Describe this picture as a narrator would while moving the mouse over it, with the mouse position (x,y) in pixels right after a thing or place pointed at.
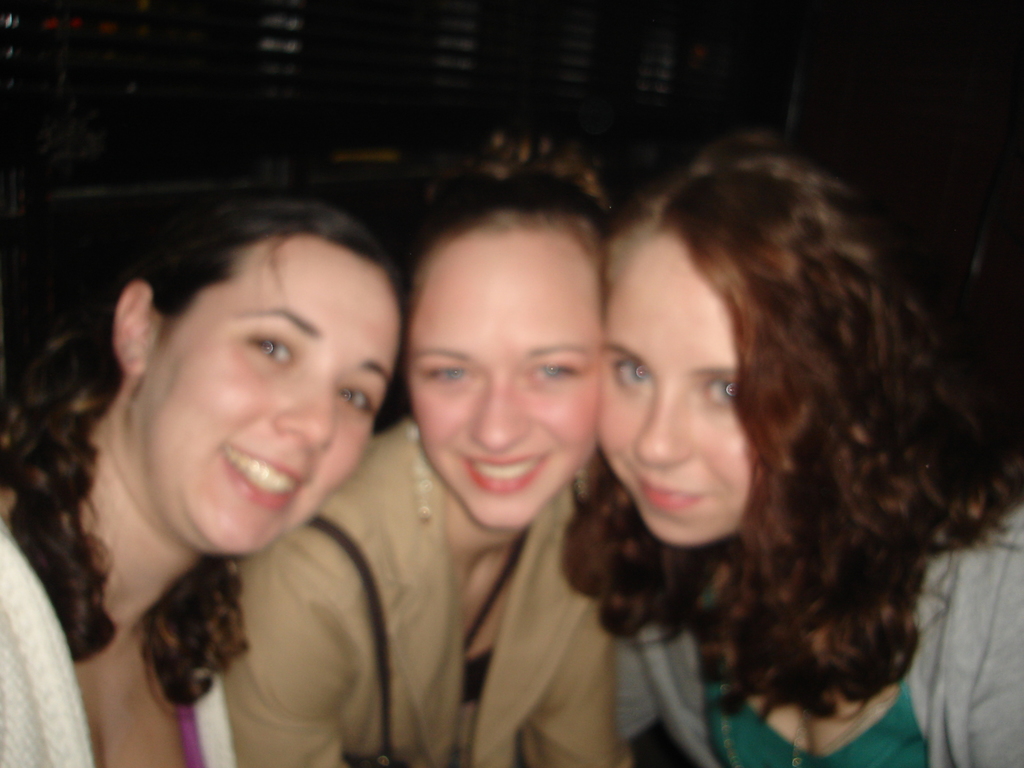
In this picture there is a woman (450,363) who is wearing brown dress (496,683). Beside her there is another woman (884,621) who is wearing grey t-shirt (990,642). On the left (246,373) we can see another woman (65,565) who is wearing white t-shirt (17,631). Everyone is smiling. At the top (973,81) we can see the darkness (921,32).
